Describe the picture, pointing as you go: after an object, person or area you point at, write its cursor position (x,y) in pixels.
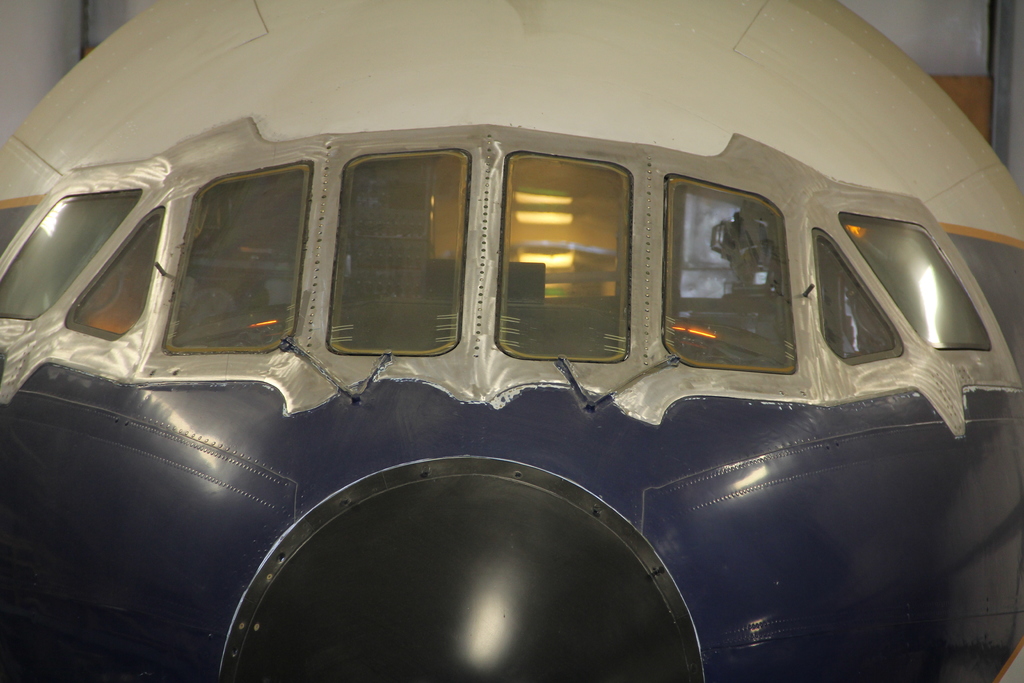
In this image, I can see a vehicle (657,369) and windows (446,320). In the background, I can see a wall (30,16). This image taken, maybe in a hall (1002,70).
